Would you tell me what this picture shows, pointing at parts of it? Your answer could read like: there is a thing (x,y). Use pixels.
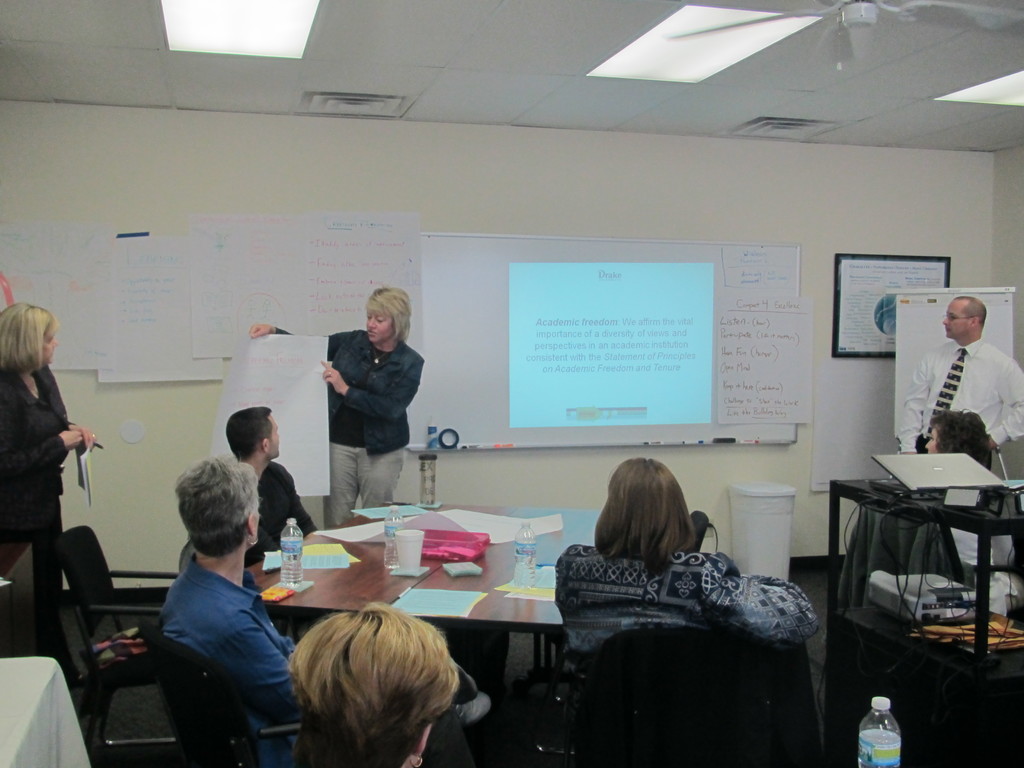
In this image I can see few persons (620,593) are sitting on chairs (194,674) around the table (479,560) and on the table (502,543) I can see few water bottles (525,545), few papers (488,520), a cup (406,534) and few other objects (430,540). I can see a white colored bin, few persons (343,345) standing, the wall (1018,325), few boards (1006,336) attached to the wall (605,160), a table (984,584) with projector (932,586), laptop (954,469) and few wires (932,523) on it, the ceiling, a fan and few lights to the ceiling (762,80).
